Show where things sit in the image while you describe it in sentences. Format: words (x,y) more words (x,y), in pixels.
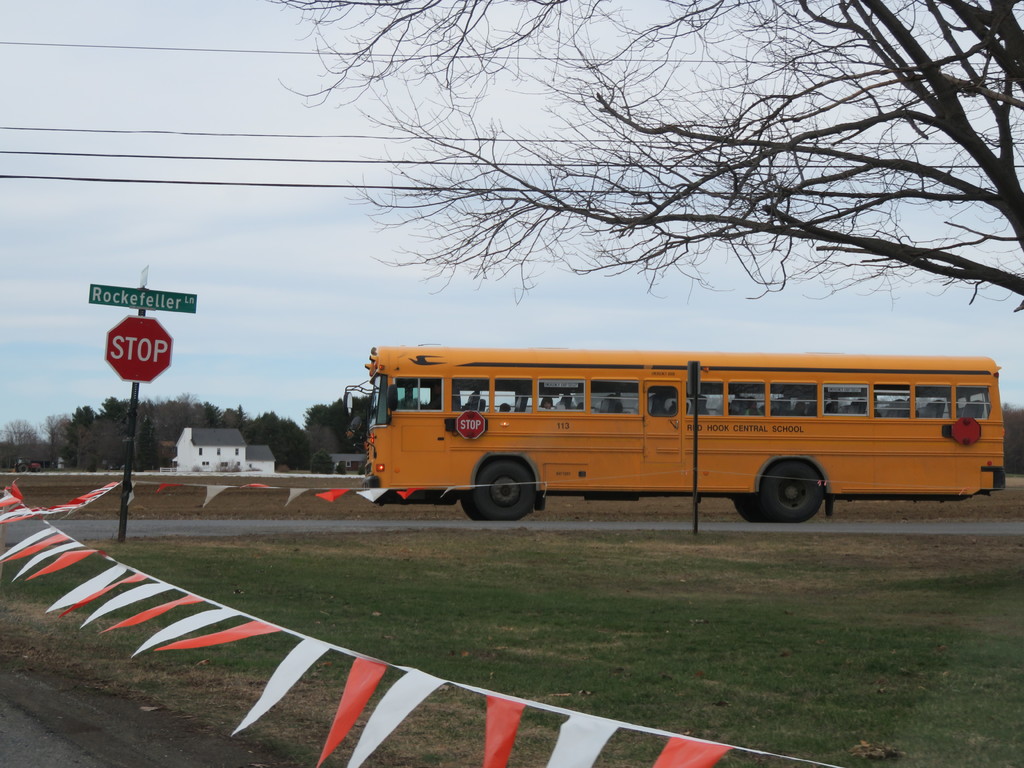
In the image we can see the bus (557,472) on the road (240,533). Here we can see decorative flags (218,620), poles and boards (153,356). Here we can see grass (725,643), trees (225,426) and the house (230,446). We can even see the electric wires (212,158) and the sky (250,267).
